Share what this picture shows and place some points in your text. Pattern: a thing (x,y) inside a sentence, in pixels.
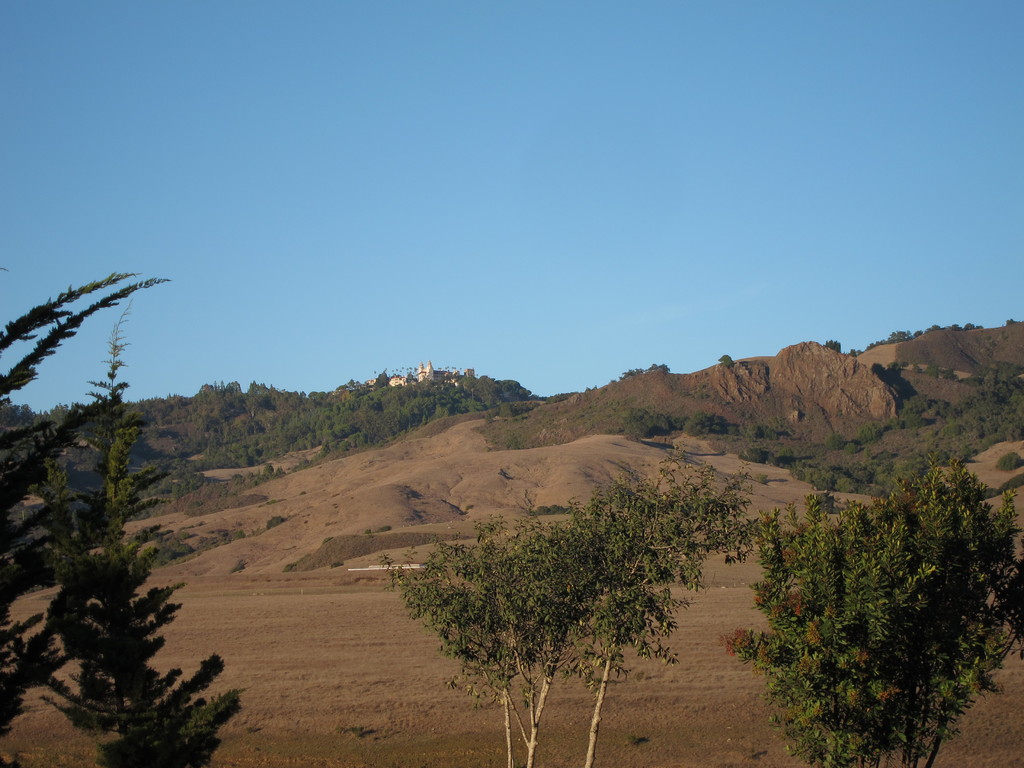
As we can see in the image there are plants (888,569), hills (499,486), trees (417,400) and sky (599,174).
